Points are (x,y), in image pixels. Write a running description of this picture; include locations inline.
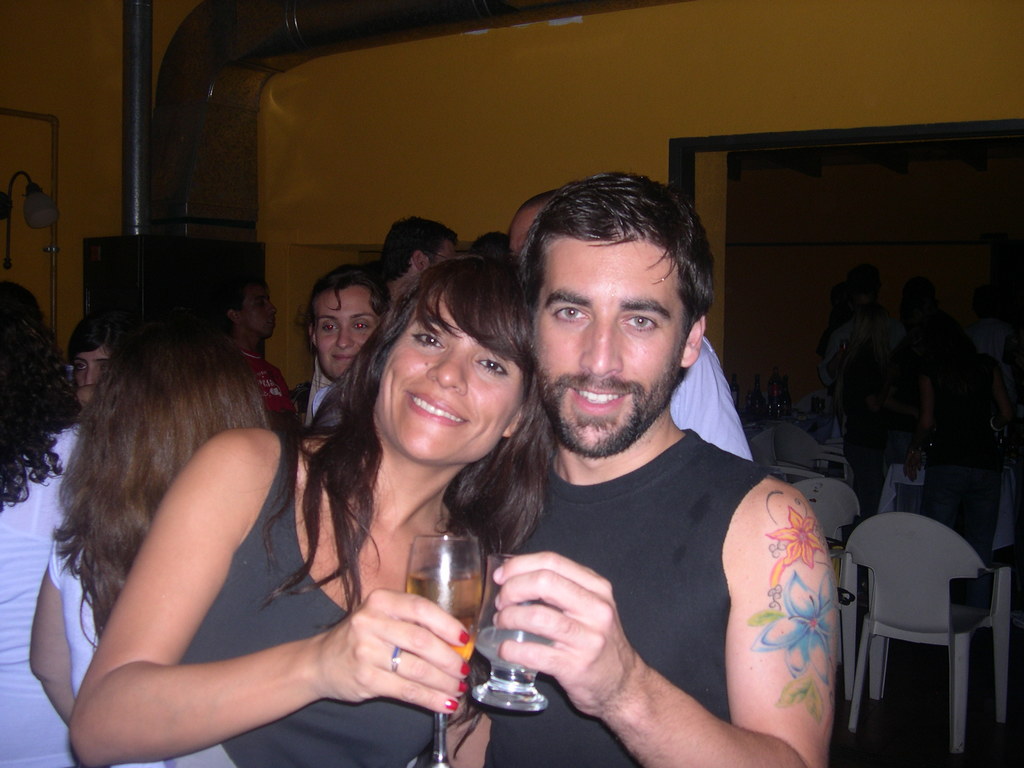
In the image we can see there are people (23,645) who are standing and in front (431,609) there are two people (551,615) who are holding wine glasses (506,636) in their hand (462,662).
